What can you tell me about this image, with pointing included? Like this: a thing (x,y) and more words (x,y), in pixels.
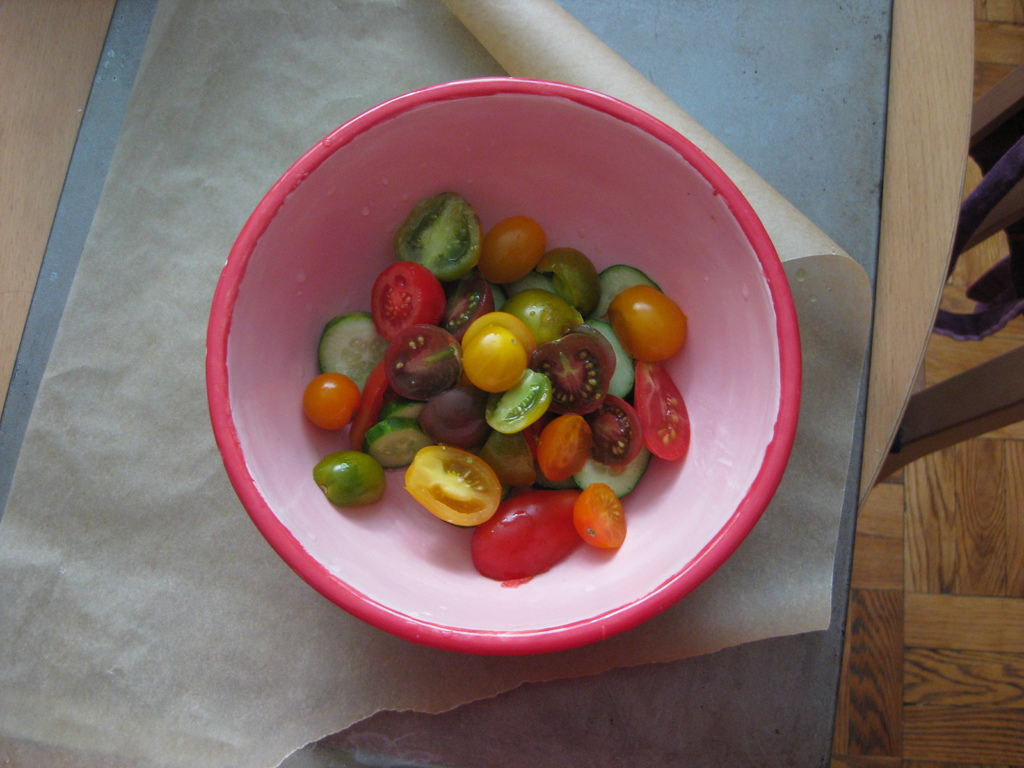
In this picture I can see few veggies (464,417) in the bowl (589,177) and I can see a sheet (531,58) on the table (682,36) and a chair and I can see floor (935,632).
